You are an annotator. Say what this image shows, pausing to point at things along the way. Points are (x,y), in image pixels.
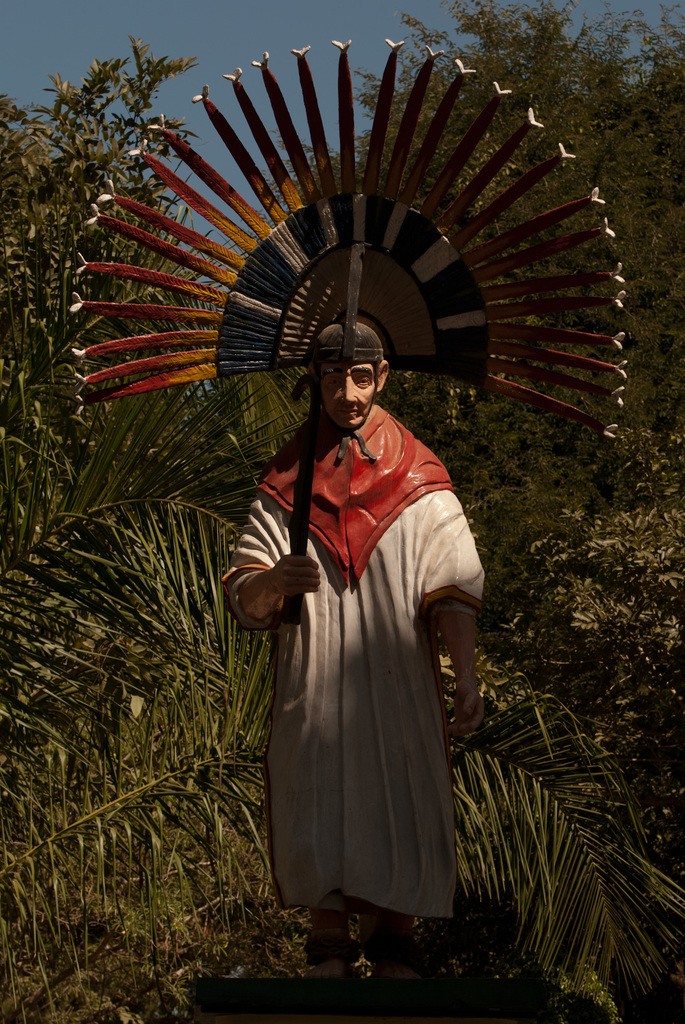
In this picture there is a statue (376,752) of a person (370,798) standing. At the back (86,688) there are trees (130,704). At the top (47,35) there is sky (259,25).
